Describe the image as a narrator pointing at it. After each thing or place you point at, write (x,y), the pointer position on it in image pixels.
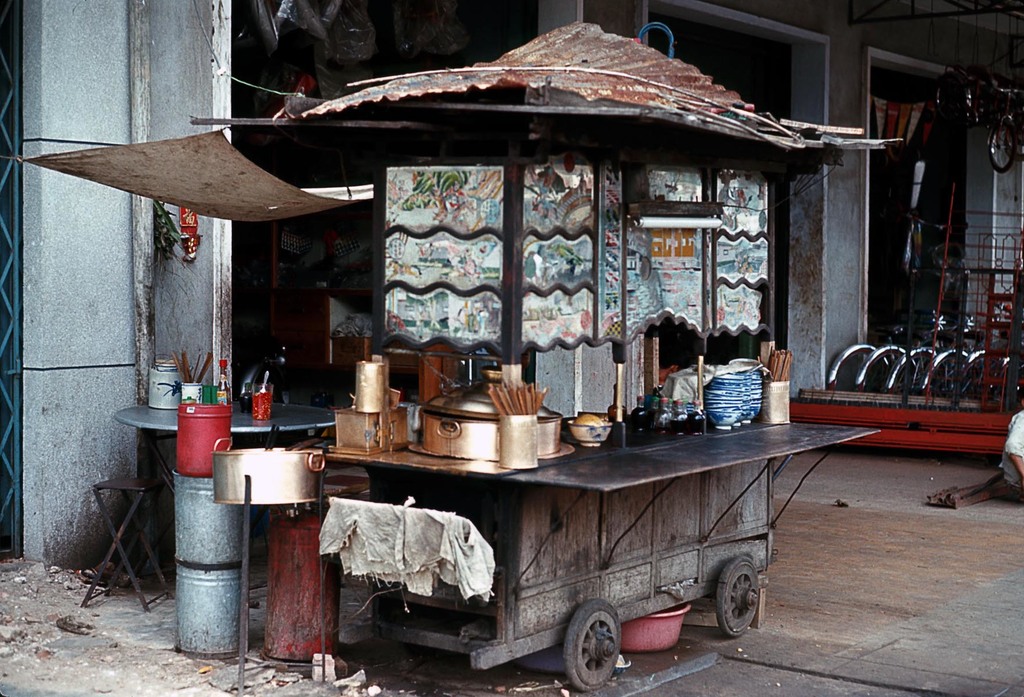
In this image i can see a food cart (526,237) and at the background of the image (837,182) there is a cycle shop (925,213).
